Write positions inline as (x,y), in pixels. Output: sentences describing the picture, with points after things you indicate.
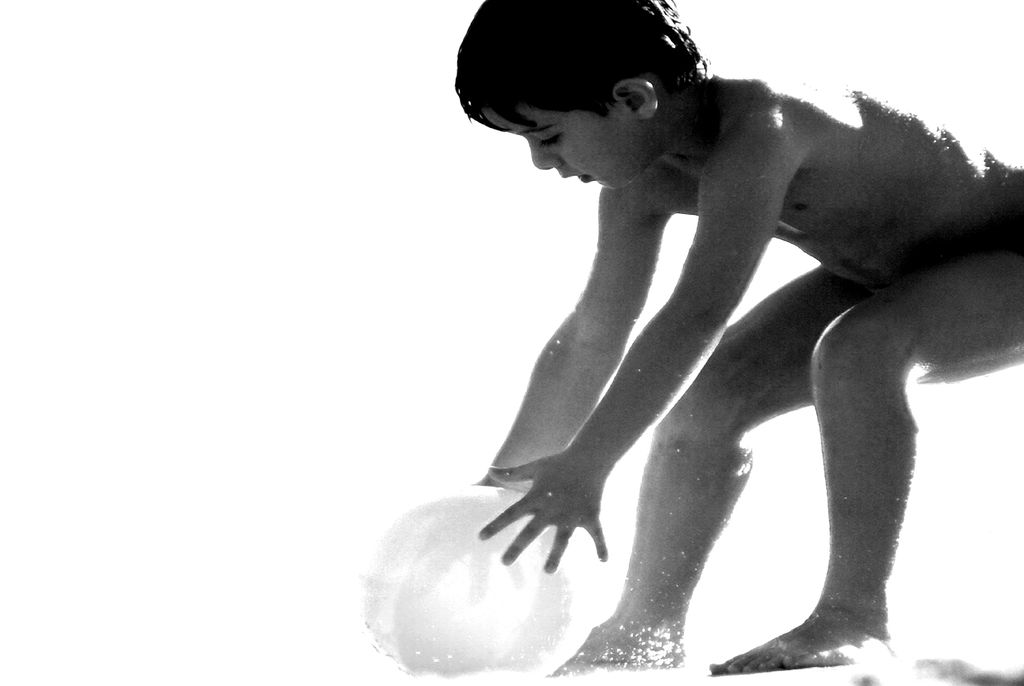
In this picture we can see a kid (553,551) holding a ball (502,588).
